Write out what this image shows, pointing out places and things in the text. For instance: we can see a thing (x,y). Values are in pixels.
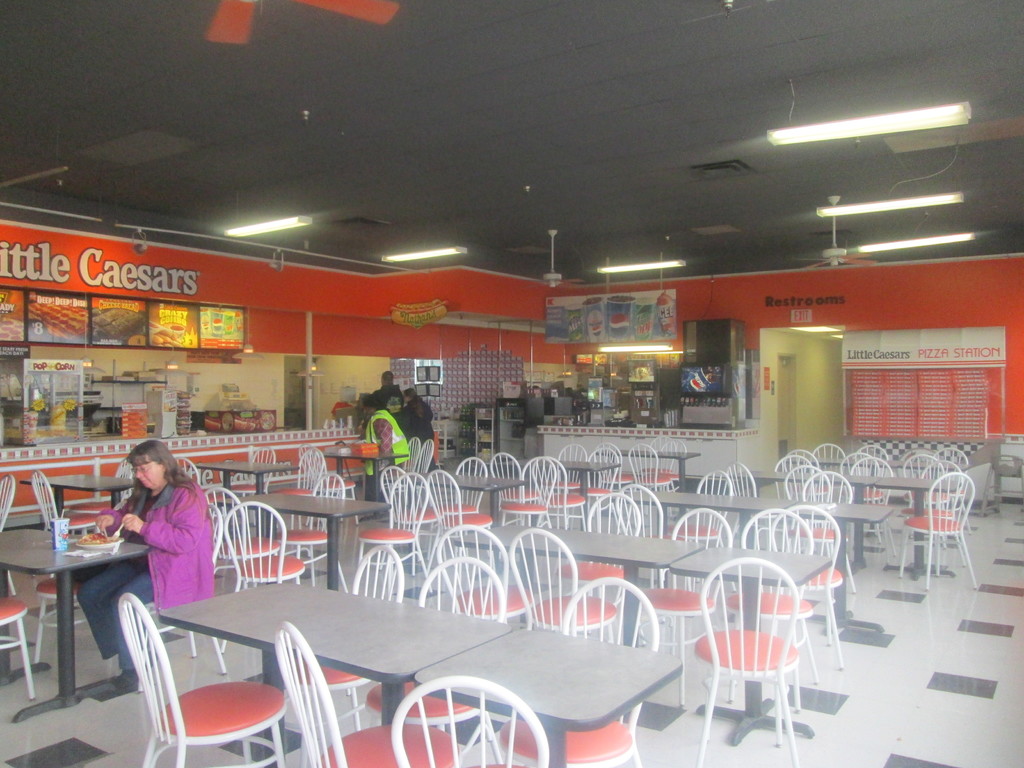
In this image I can see number of chairs (587,563) which are white and orange in color around the tables (493,650), a woman (156,532) wearing pink jacket (195,535) is sitting on a chair (222,542) in front of a table (83,561) and holding spoons (114,536) in her hand (129,523). In the background (398,429) I can see few persons (369,435) standing, few boards (553,330), the ceiling (557,124), few fans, few lights (291,228) to the ceiling (755,241) and few other objects (272,427).
